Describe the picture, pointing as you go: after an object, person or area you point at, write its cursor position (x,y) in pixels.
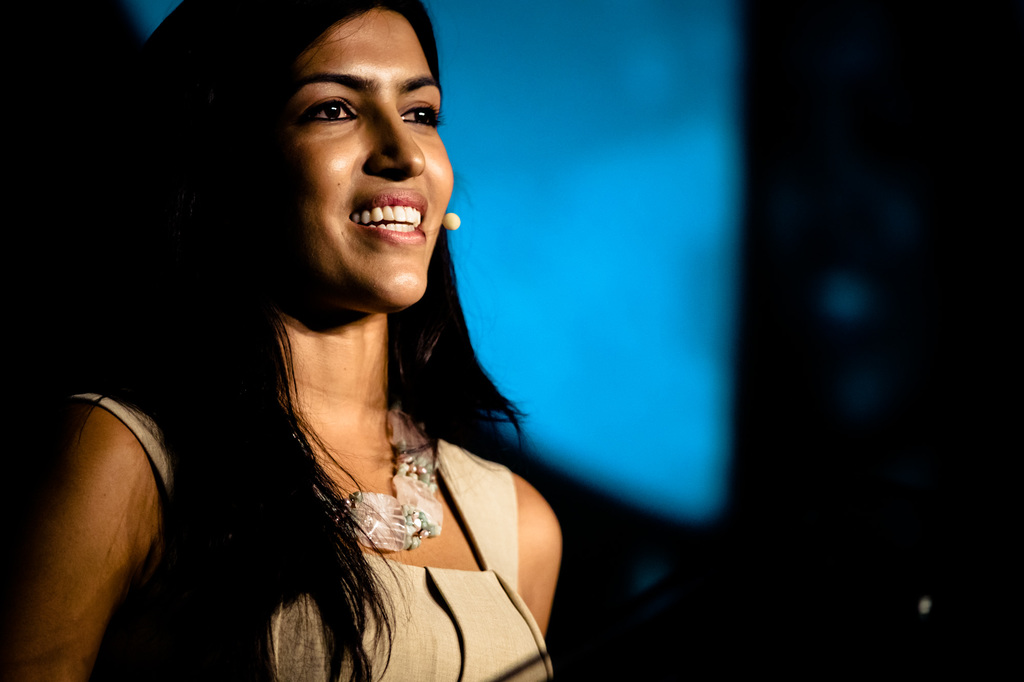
In the picture we can see a woman (206,673) with cream color dress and loose hair (461,352) and smiling and behind her we can see a screen (576,76) which is blue in color which is not clearly visible.
